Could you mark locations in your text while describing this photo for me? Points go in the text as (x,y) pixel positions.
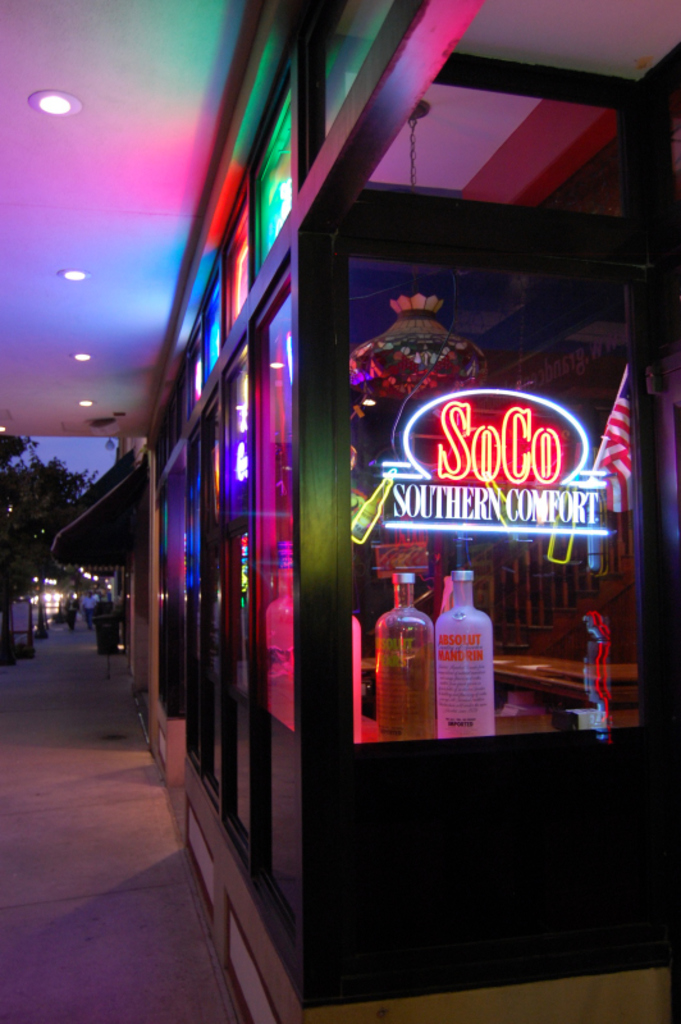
The store (414,560) which is in right corner (466,590) has southern comfort (535,506) written on it and there is a street view (104,739) beside it, Where group of people (85,607) walking in the background (73,601).
